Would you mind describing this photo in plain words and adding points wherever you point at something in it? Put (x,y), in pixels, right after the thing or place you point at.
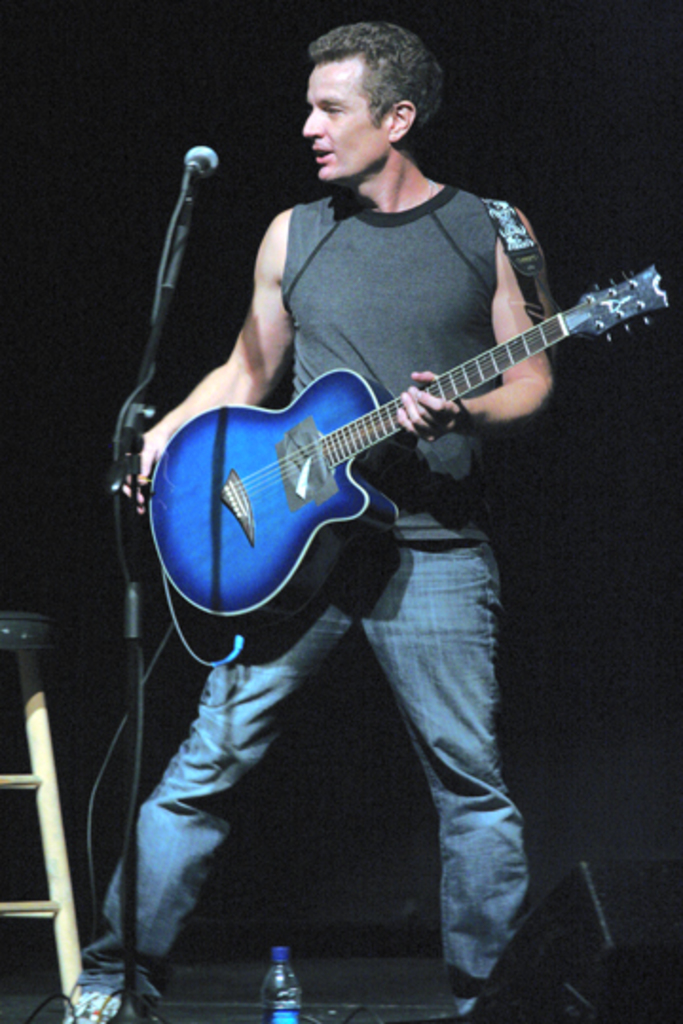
In this image we can see there is a person (404,377) holding a guitar (353,492). There is a microphone (136,404), bottle (293,975) and stool (44,831). In the background (636,268) it is dark.
